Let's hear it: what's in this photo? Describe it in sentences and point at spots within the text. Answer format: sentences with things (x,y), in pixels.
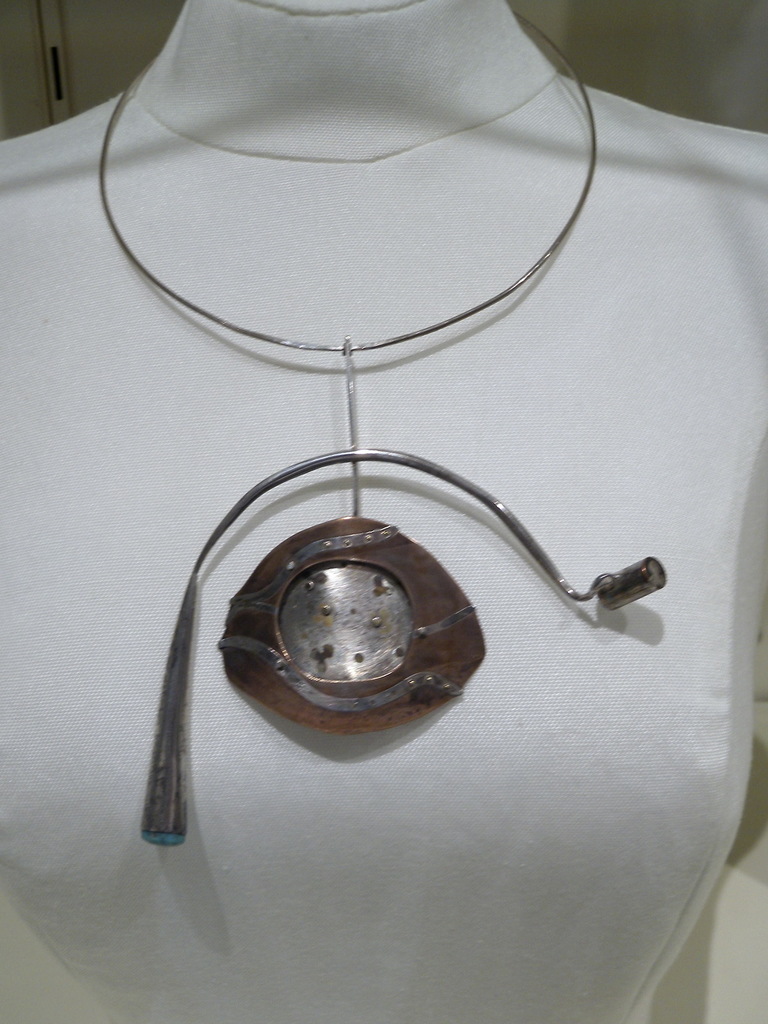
There is a metal type wearing equipment (371,612), and white color cloth (152,376) which is worn by a mannequin (137,400).
